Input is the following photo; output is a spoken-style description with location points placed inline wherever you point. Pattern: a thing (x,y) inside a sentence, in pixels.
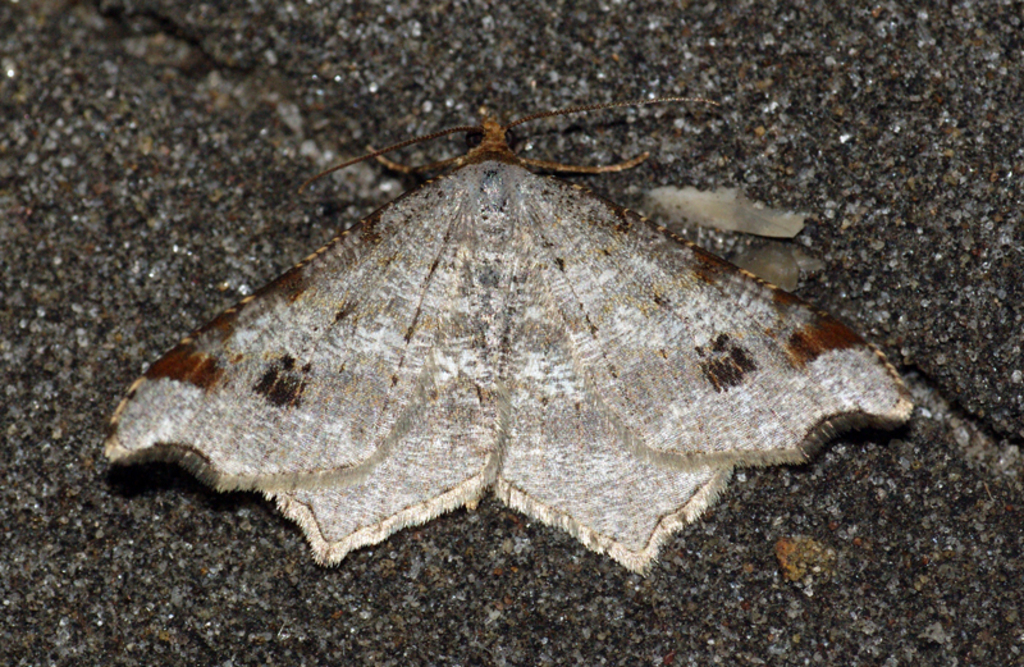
In this image we can see a grey moth (482,338) on a concrete material (171,328).
